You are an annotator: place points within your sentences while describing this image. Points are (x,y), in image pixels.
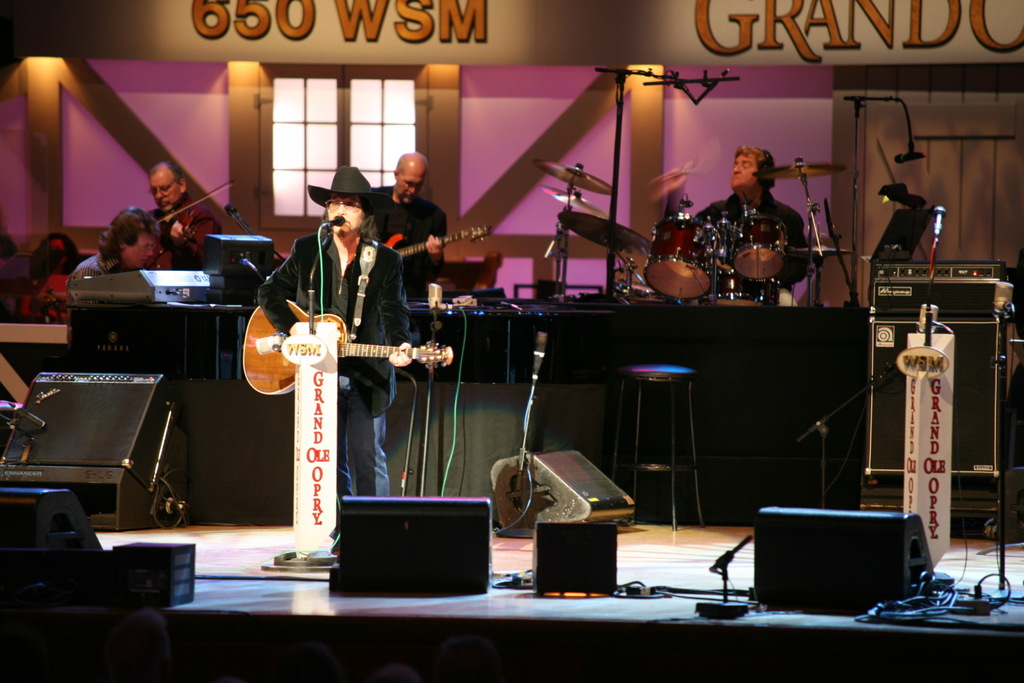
Front this person (342,301) is playing guitar (346,327) and singing in-front of mic (343,219) wore hat (349,188). Far this four persons (761,201) are playing musical instruments (724,246). On this stage (535,627) we can able to see chair (636,371), mic (543,339), speaker (976,388) and devices (976,365).
